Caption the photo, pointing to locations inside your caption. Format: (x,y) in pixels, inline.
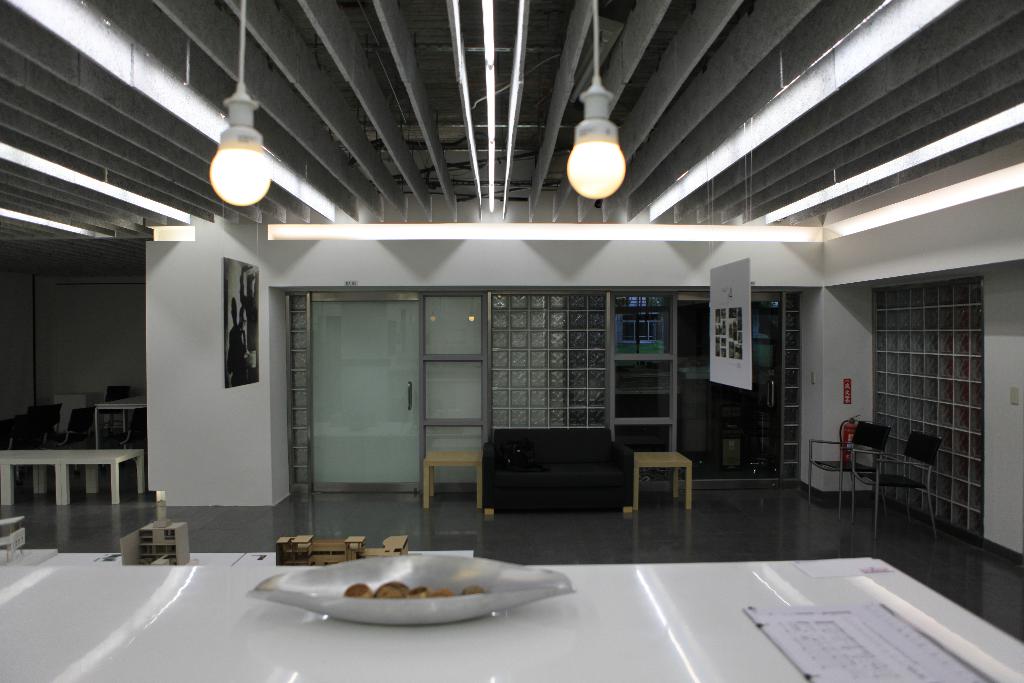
This is inside of the room (343,542) we can see bowl (439,574) and objects (425,592) on the table (404,645). This is floor (589,519). We can see sofa (552,458), chairs (25,424), bench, door (695,468), board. On the top (167,213) we can see lights (108,193). We can see poster (236,338) on the wall (217,417).
